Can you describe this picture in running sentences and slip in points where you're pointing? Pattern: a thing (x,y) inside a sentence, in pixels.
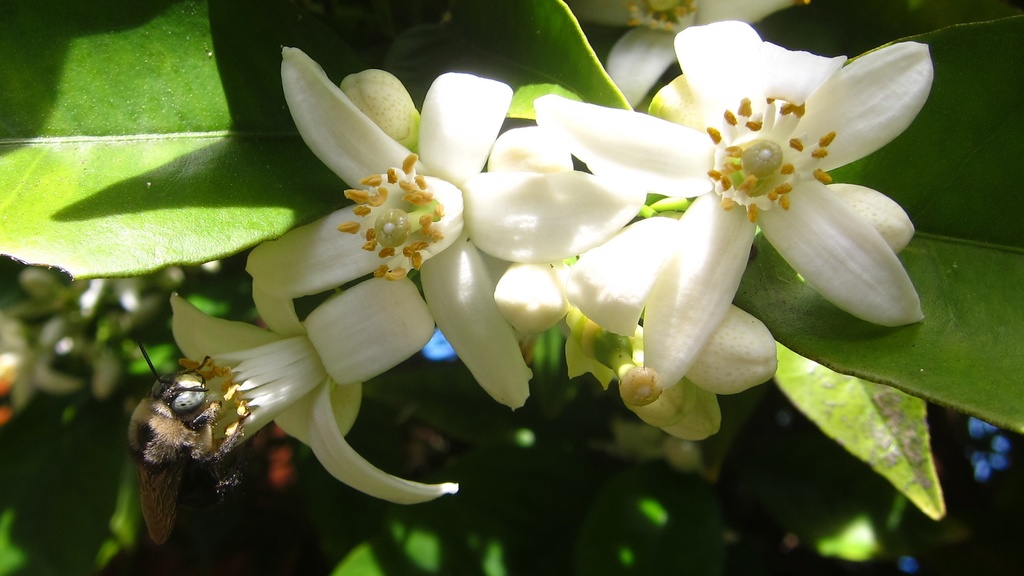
This image consists of white flowers (338,257) on which there is a honey bee (174,488) sitting. In the background (1004,300), there are green leaves (127,175).
